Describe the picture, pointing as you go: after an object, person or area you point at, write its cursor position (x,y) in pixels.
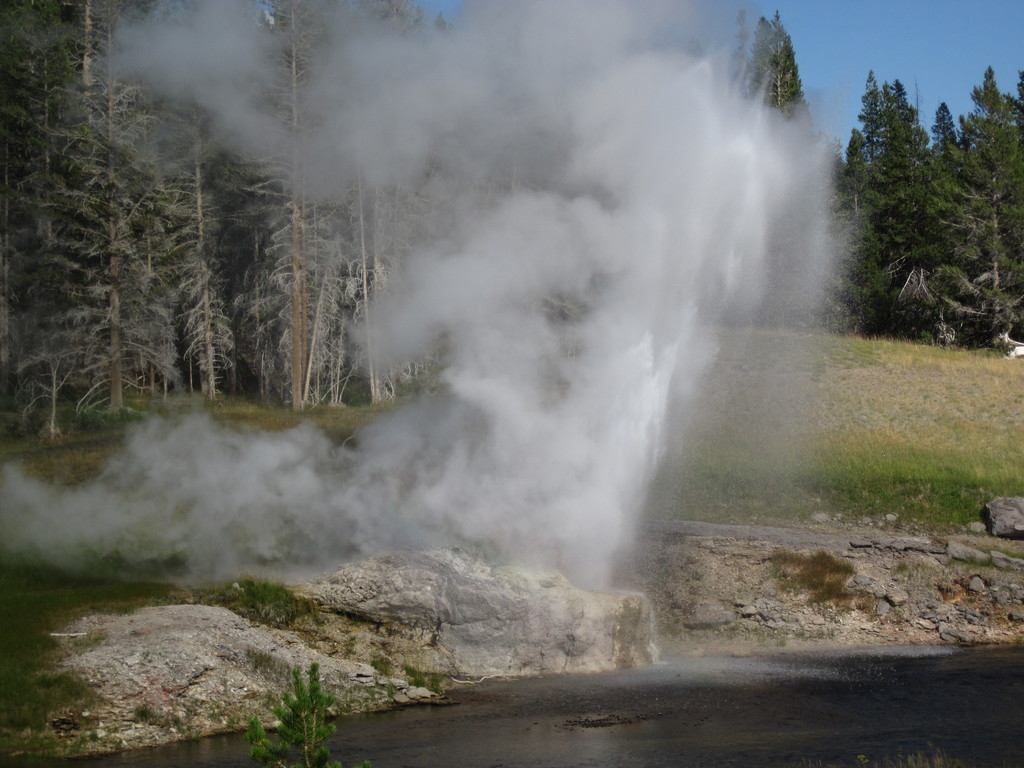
In this picture I can observe smoke (404,462). I can observe pond (659,701) on the bottom of the picture (681,691). In the background (896,56) there are trees (868,95) and sky (914,29).
